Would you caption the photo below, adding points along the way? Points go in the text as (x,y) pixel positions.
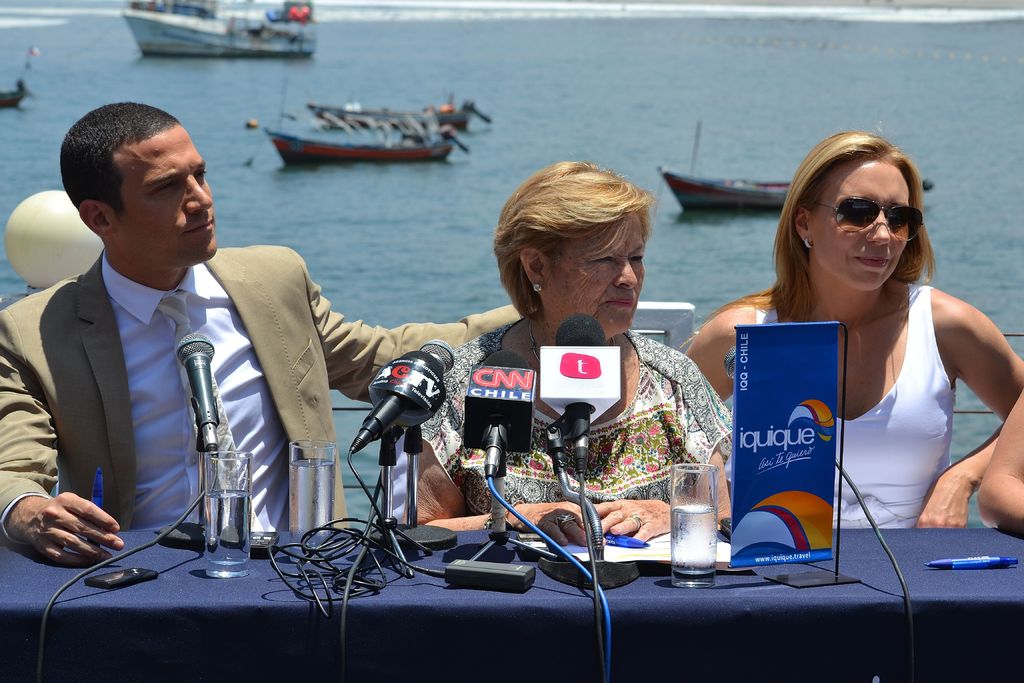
In this image there is a table (533,681) with mics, glasses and other objects (801,336) on it, three people (95,192) in the foreground (291,375). There is water (32,62), ships (186,21) in the background (401,67).
